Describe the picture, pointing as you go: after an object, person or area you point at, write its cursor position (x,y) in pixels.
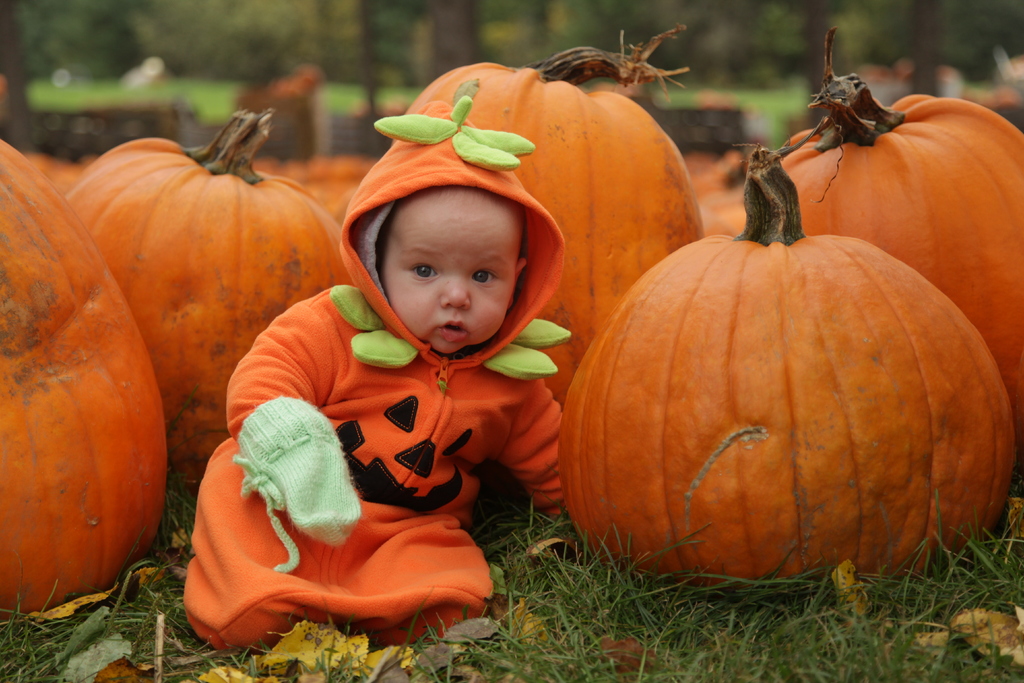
In this image, in the middle (360,375), we can see a kid (352,387) wearing an orange color dress (441,402) and sitting on the grass (455,662). In the background (913,206), we can see some pumpkins (852,148). In the background (83,36), we can also see some trees (866,61). At the bottom (633,670), we can also see a grass (634,616).
